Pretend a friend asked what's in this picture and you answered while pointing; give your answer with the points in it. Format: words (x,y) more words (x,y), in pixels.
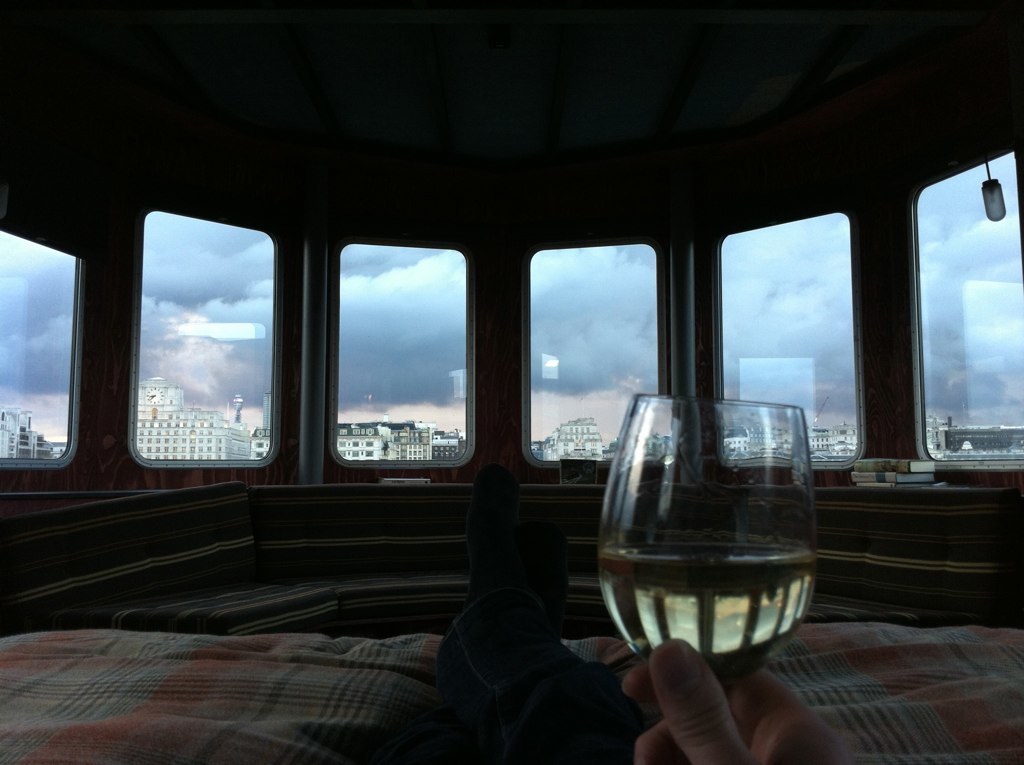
In the foreground (477,520) I can see a person (477,520) is holding a glass (719,623) in hand (678,652), cloth (424,686) and some object (536,710) on the bed (915,680). In the background (956,357) I can see windows (776,397), sofas (218,578), buildings (947,454), and the sky (570,339). This image is taken may be in a building (661,353).
